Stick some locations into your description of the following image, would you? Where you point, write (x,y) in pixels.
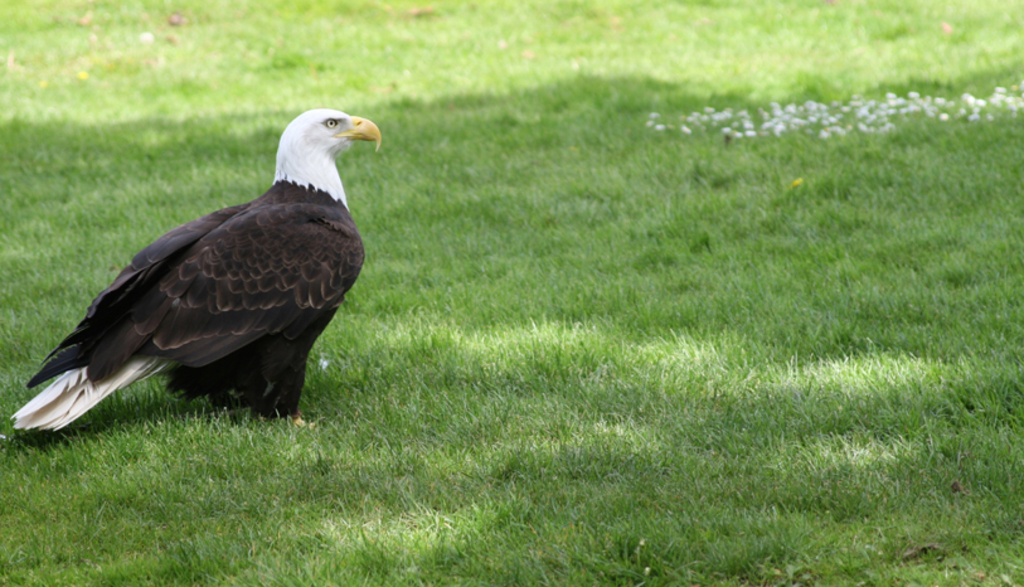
In this image I can see the grass (565,292) on the ground (576,329). On the left side (268,243), I can see a bird (300,264) facing towards the right side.
